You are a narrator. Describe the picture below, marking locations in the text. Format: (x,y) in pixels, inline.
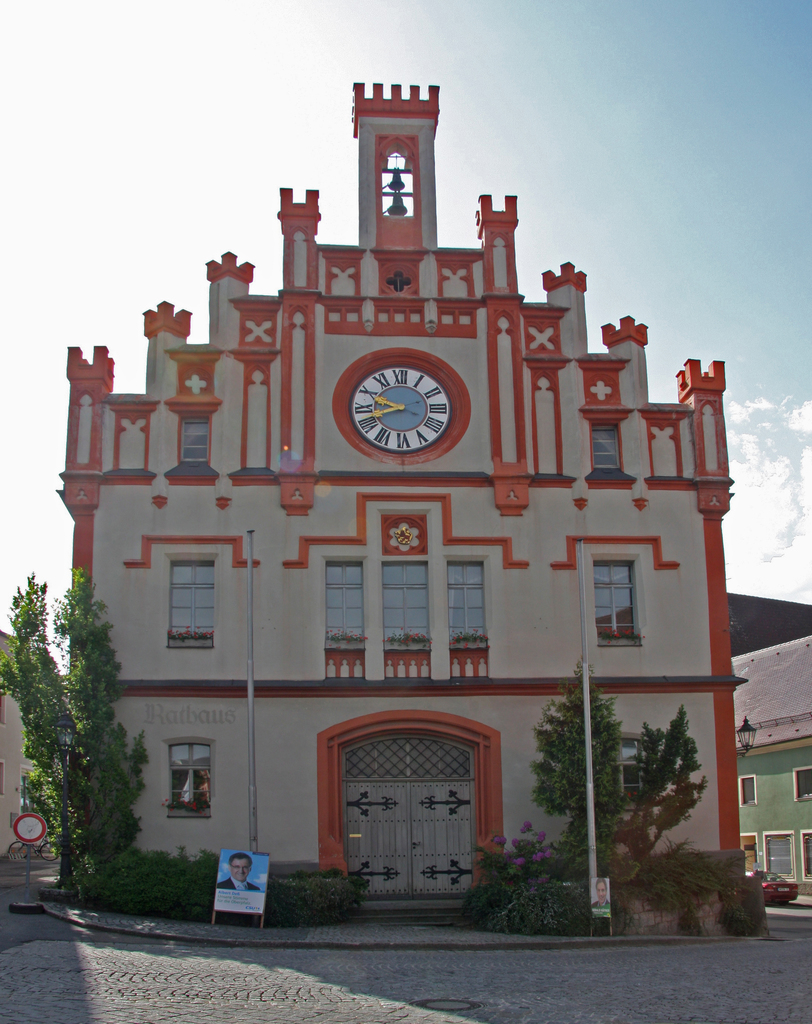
In the image there is a building (300,320) in the back (526,367) with a clock (405,395) in the middle (397,406) and trees (99,786) on either sides of it and a road (296,948) in front of it and above its sky (526,82) with clouds (768,494).
